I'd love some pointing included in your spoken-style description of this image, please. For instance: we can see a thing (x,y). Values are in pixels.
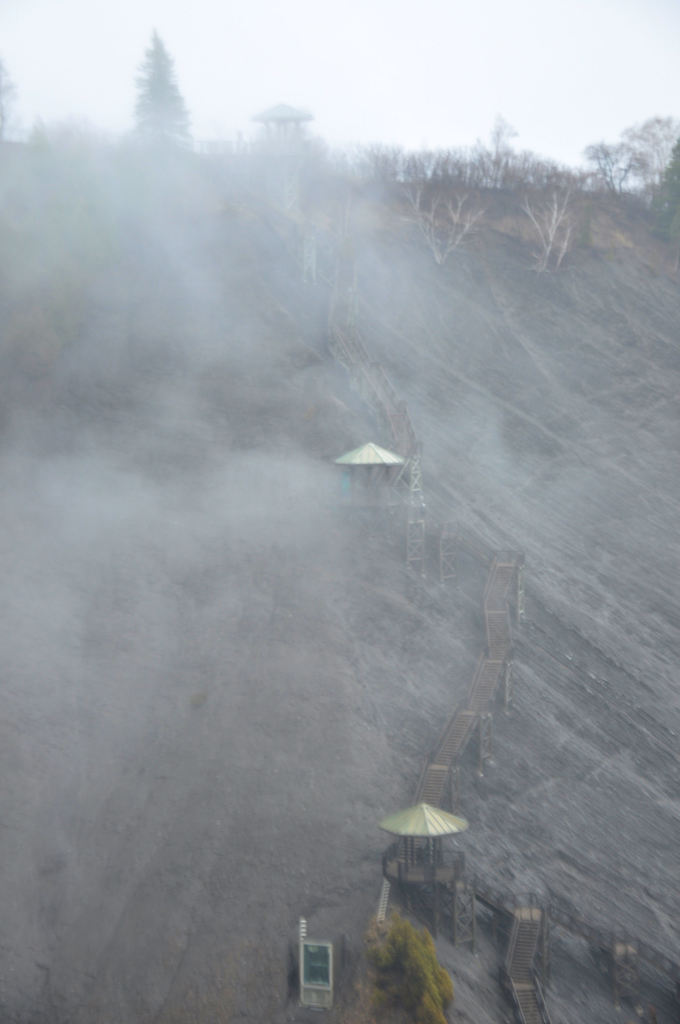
In this image, It looks like a fog (270,534). I can see the shelters (382,448), wooden pathway (490,608) and the trees (395,931). At the top of the image (559,161), I can see the sky (485,56).
